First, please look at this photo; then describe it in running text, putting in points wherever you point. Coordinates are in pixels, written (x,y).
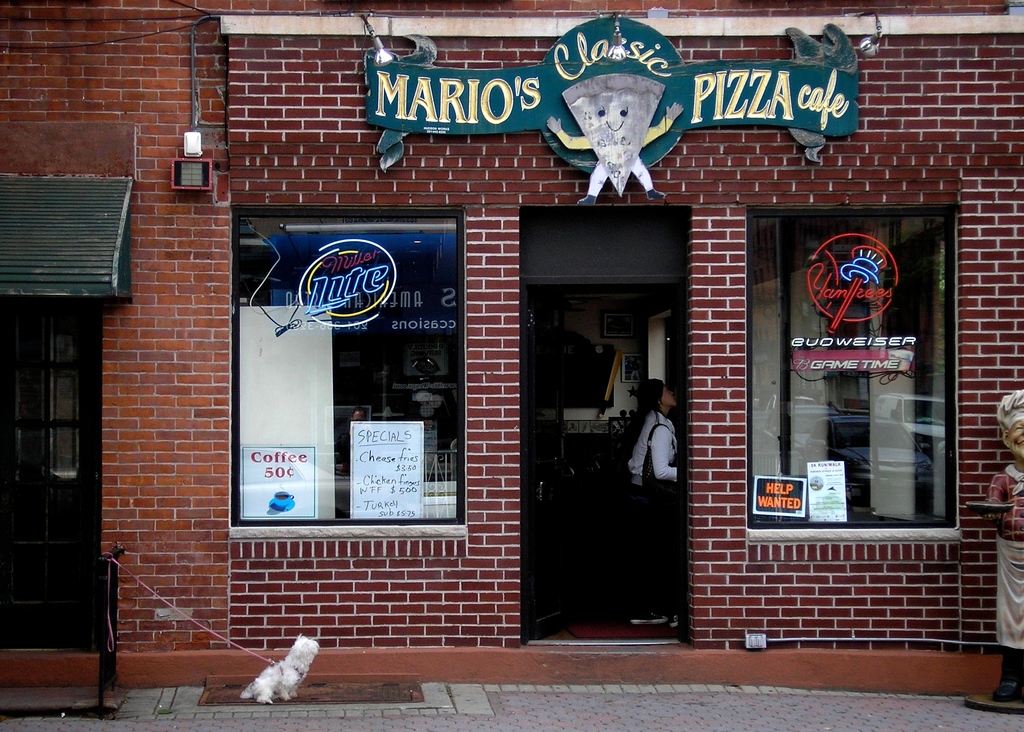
In this image we can see one building (188,479), one dog (282,668) with a belt (267,661) tied to the pole (115,600), some objects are on the surface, some frames (632,327) hanged to the wall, two black doors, one board (636,70) with text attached to the wall (931,545), two glass windows (929,508), some vehicles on the road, one statue (1017,697) near the wall (700,55), some lights (621,16) attached to the wall (430,156), some posters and text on the glass window (412,234). Some objects (604,422) are on the wall (626,409), one woman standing and wearing handbag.
